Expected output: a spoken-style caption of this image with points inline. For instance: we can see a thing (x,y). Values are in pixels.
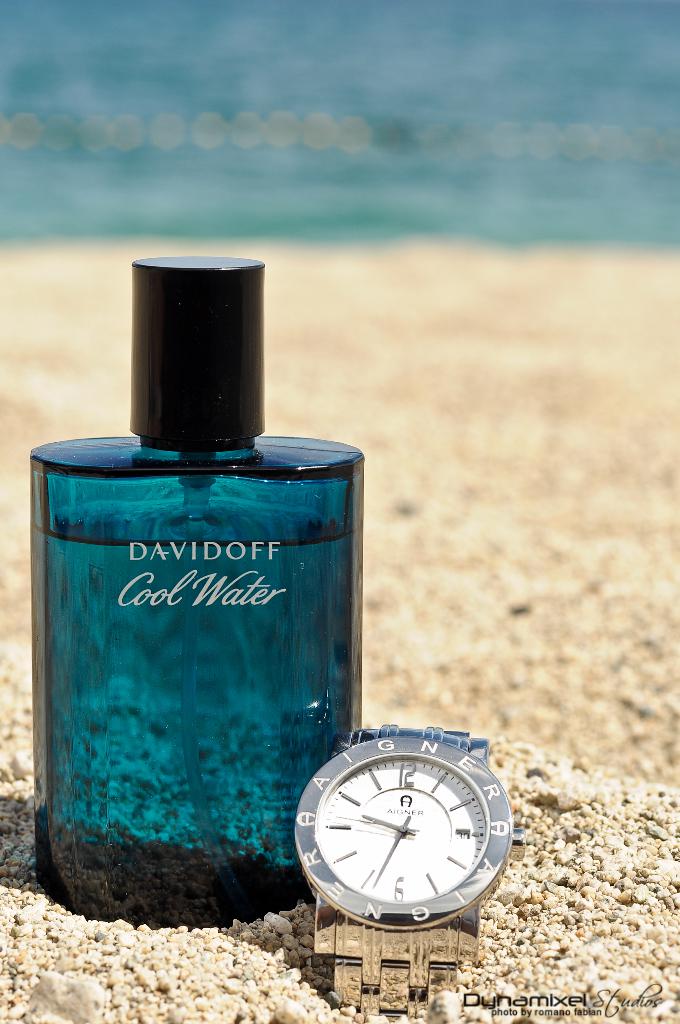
In this image I can see a perfume bottle (258,757) and a watch (380,789) with some text (229,596) written on it. In the background (476,495), I can see the sand (482,357) and the water (326,100).
